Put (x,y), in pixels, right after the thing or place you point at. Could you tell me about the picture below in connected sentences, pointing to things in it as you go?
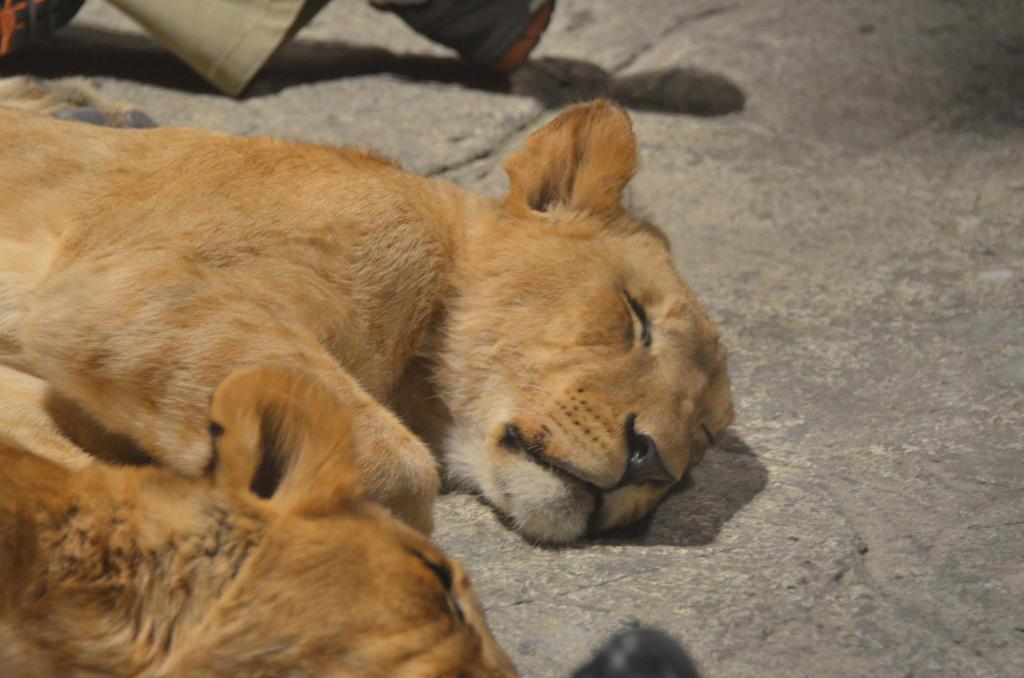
In this image, we can see two cubs (578,475) are sleeping on the floor (631,549). Top of the image (509,56), we can see a cloth (244,55) and footwears (15,28).
